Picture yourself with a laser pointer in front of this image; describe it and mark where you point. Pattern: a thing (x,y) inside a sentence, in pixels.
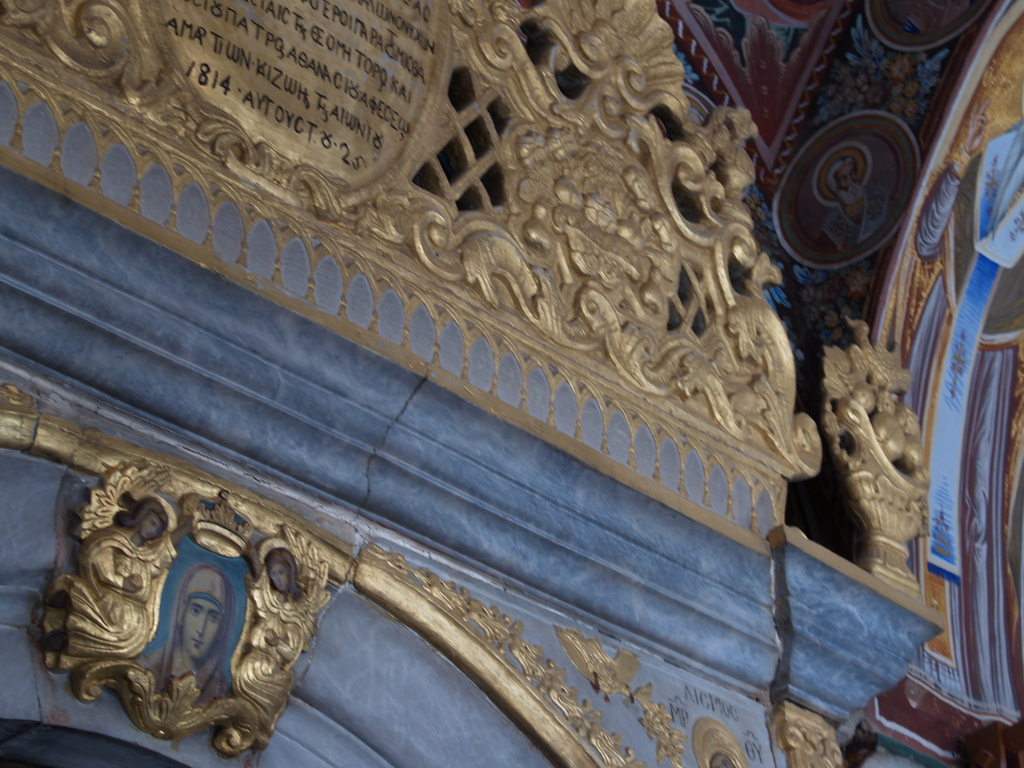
In this image there is a wall (507,193) having few carvings (628,278) and painting of the pictures (775,226) are on it. There is a picture frame (142,574) on the wall (394,491). Some text (314,107) is on the wall (255,80).
